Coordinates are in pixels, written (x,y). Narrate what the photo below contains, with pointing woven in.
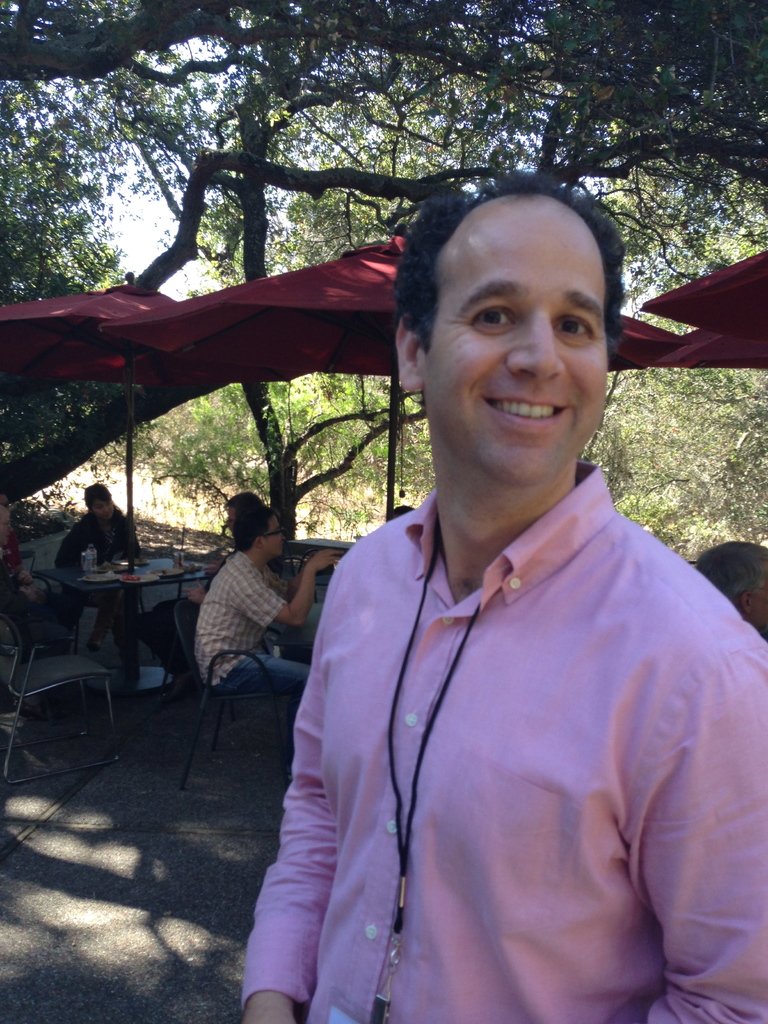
On the right side of the image (524,636) there is a man (550,447) standing. Behind him there are few people (268,541) sitting on the chairs (5,617) and also there are tables (80,576) with few items (101,577) on it. There are umbrellas (93,357) above them. In the background (55,394) there are trees (290,259).
